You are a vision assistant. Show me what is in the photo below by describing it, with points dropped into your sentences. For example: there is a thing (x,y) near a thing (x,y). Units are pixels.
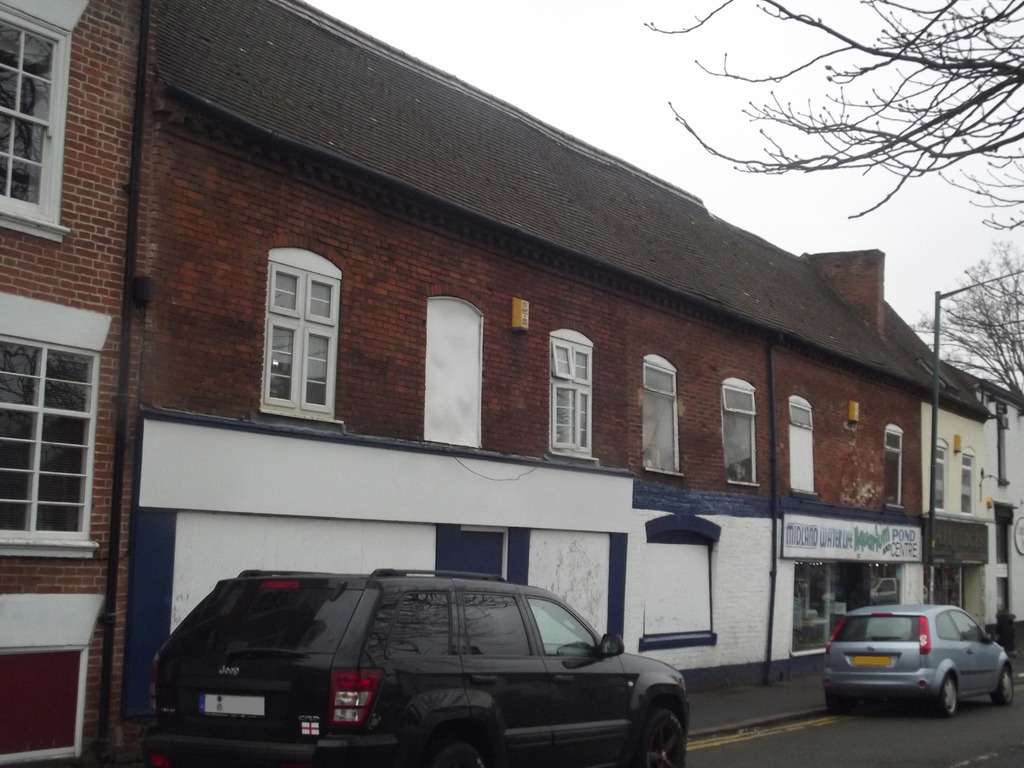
In this picture I can observe a building (633,549) which is in brown color. In front of the building (795,663) there is road (915,711) on which two cars (630,718) are parked. On the right side (949,353) there are some trees (980,192). In the background (636,106) there is sky (838,217).
